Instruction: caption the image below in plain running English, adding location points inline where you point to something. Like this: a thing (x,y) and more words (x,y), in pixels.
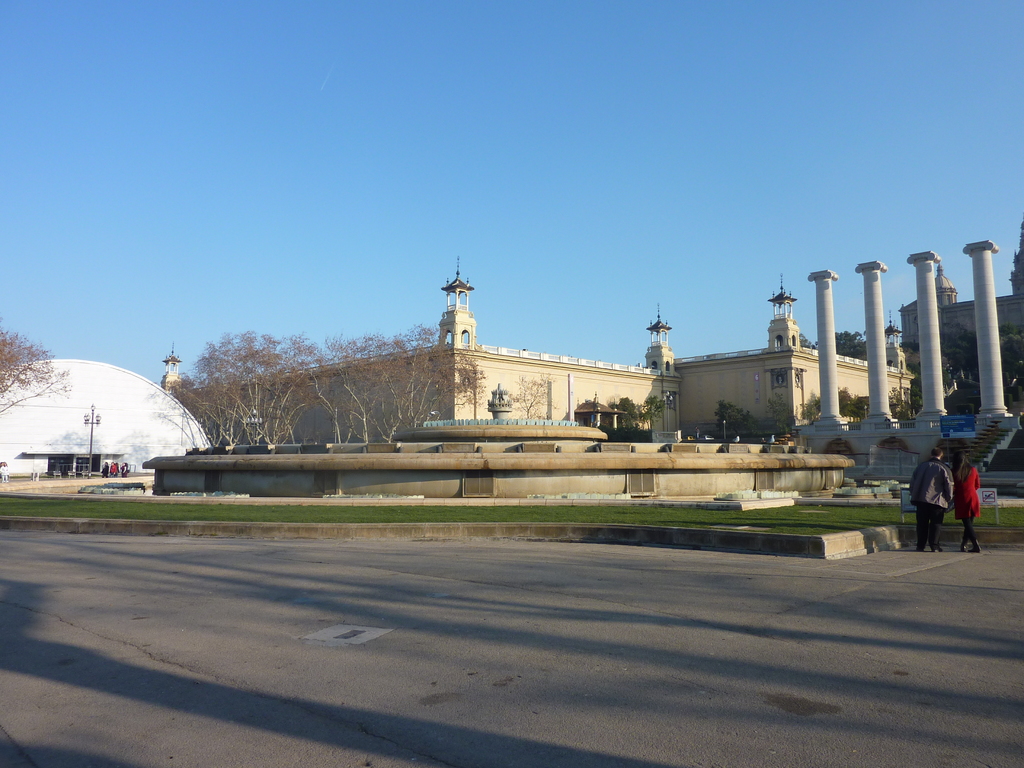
At the center of the image (597,406) there are buildings (690,369) and poles (873,379), in front of the building (573,371) there is a fountain (545,447) and trees (352,403). In the foreground of the image (643,656) there is a road (826,618) and two persons (942,516) are standing. In the background (658,150) there the sky (561,139).
